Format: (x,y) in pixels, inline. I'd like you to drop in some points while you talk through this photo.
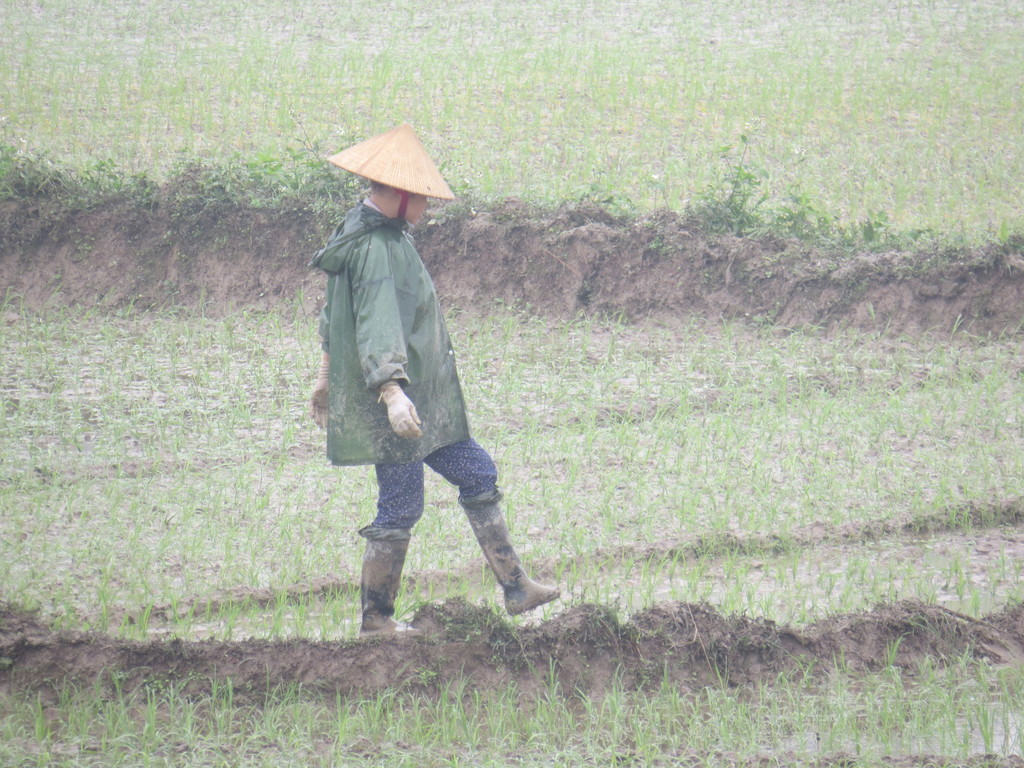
In this image we can see field (691,444). In the middle of the field (435,504) one person (452,445) is present, who is wearing hat (395,168) and green color jacket (376,369).
